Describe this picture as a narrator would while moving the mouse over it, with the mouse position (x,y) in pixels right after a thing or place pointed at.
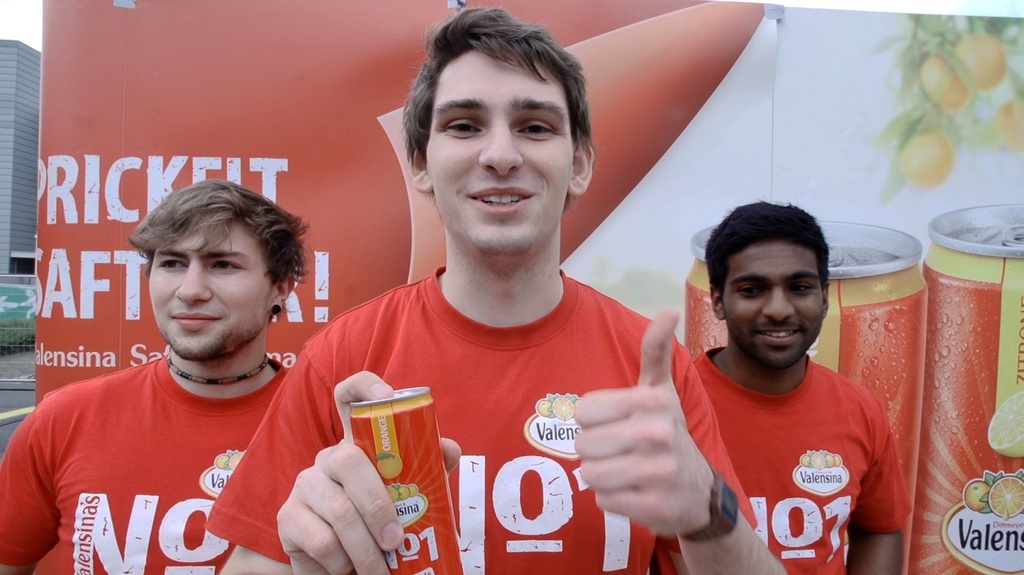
In this image we can see three people (580,397) standing and a person (454,479) is holding a tin (420,459), in the background (668,251) there is a board (774,162) with text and image (942,505), on the left side (22,90) there is a building (8,108) and a plant (10,329) in front of the building (19,211).
